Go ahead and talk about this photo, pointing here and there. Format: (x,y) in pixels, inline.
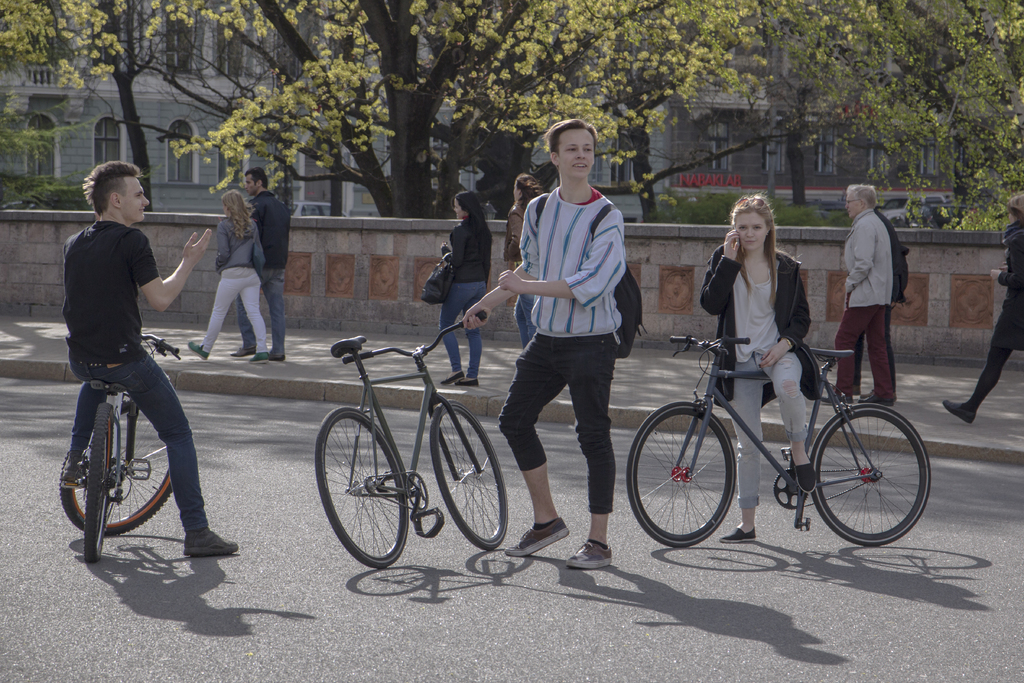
This image is clicked on the road (583,580). There are many people (76,359) in this image. In the background (61,148) there are trees (537,64) buildings (237,54) and plants (705,205). In the front (455,414), the man (504,416) standing is wearing a white t-shirt (540,312) and holding a bicycle (471,420). To the left (123,373), man (103,375) wearing black t-shirt (84,329) is sitting on a bicycle (99,446). There are few people (238,263) walking on the pavement (953,384).
